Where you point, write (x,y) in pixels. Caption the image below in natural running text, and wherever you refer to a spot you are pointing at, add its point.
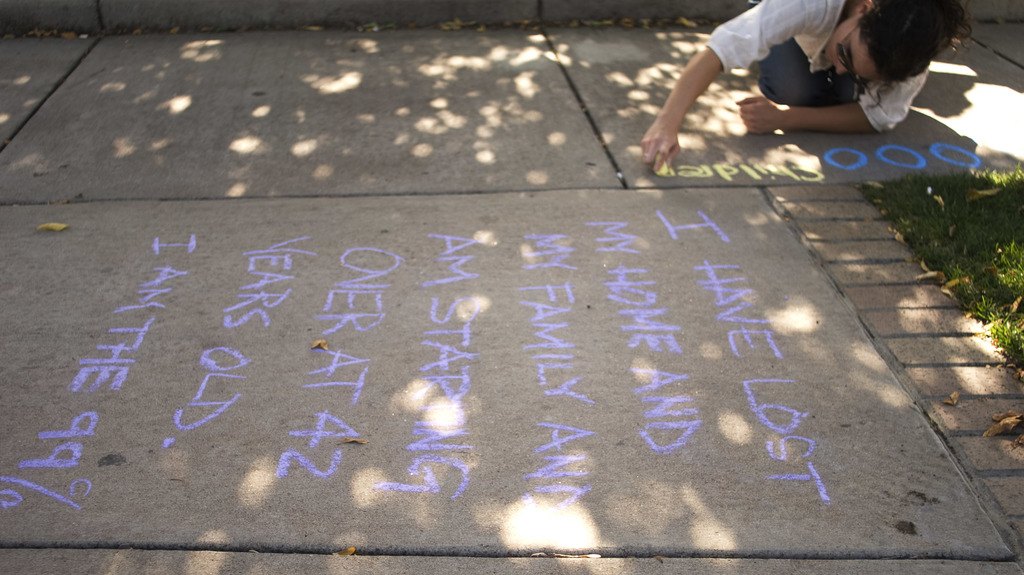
At the bottom of the image (156,426) on the floor (214,197) there is something written on it. On the right side of the image (943,217) there is grass (981,270) and also there are dry leaves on the grass (936,219). And there is a person (765,54) sitting on the floor (759,174) and writing something on the floor (794,149).
